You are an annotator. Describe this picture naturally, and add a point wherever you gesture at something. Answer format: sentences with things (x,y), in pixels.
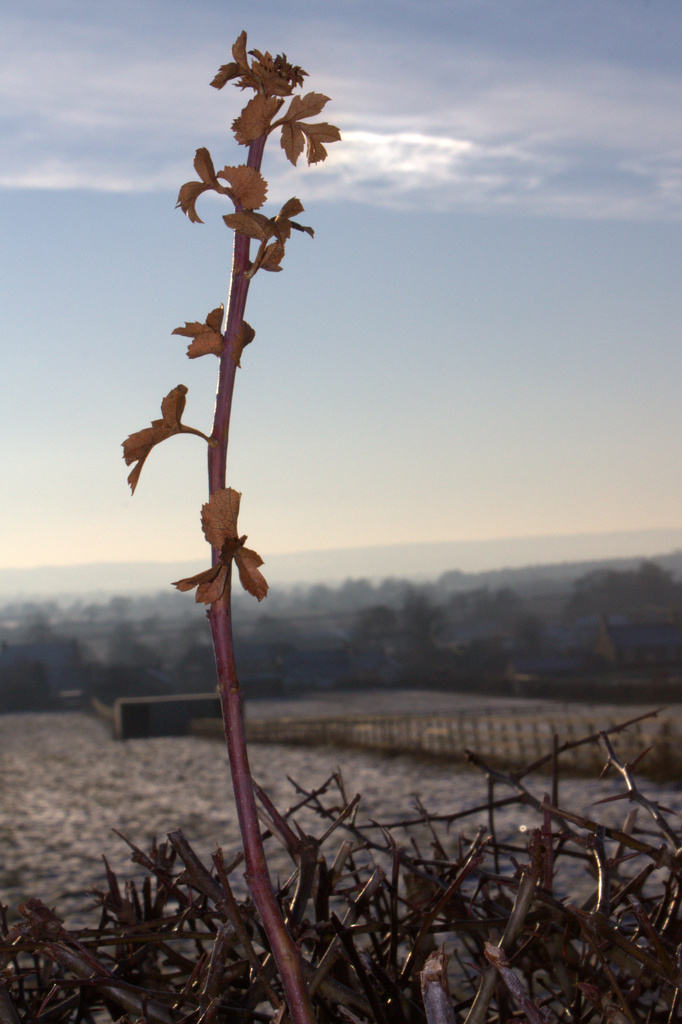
In this picture we see trees (65,626) and a plant (150,950) and I see a blue cloudy Sky (382,297).
